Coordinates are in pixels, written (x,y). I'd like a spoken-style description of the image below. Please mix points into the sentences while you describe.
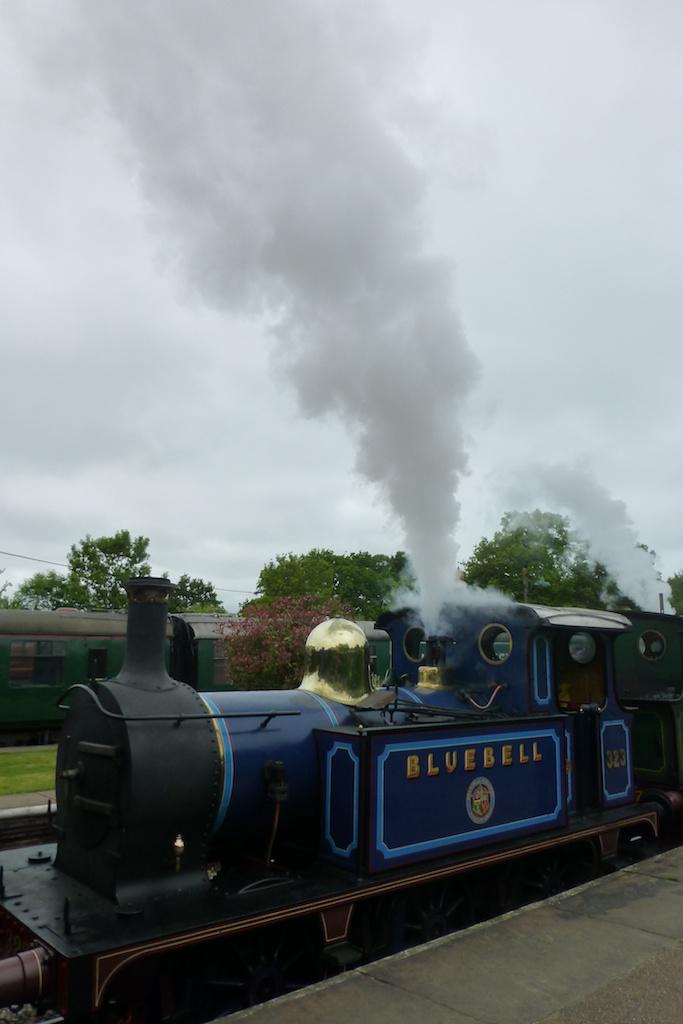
In this picture we can see some trains (86,789) on the track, around we can see some trees (36,607), grass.
